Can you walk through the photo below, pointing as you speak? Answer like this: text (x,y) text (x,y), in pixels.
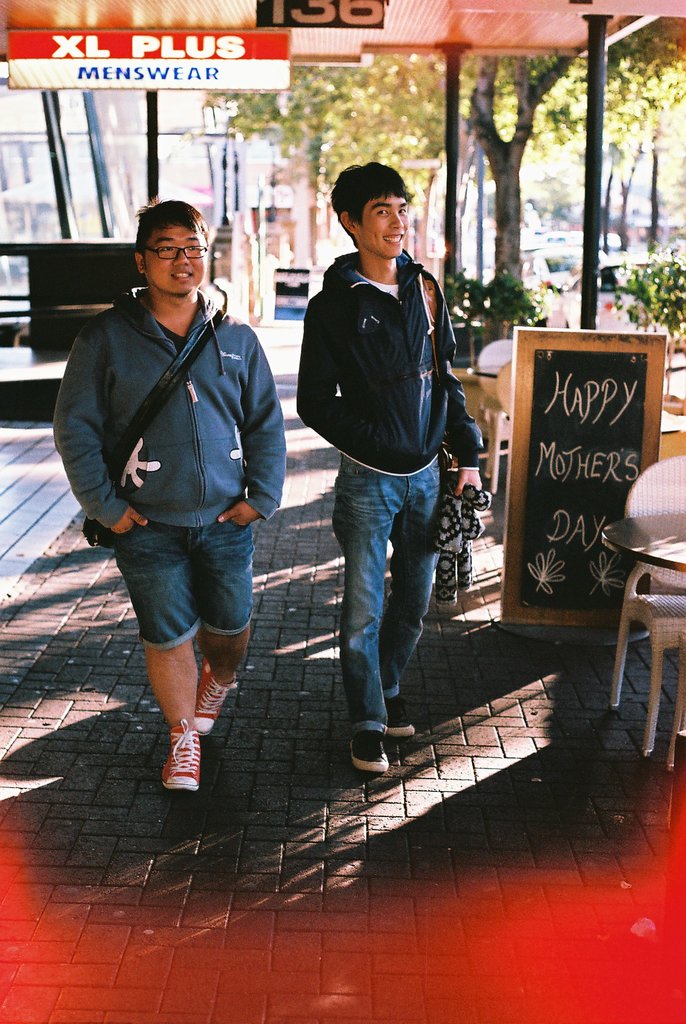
In this picture there is a man (399,198) who is wearing jacket (375,447), jeans (358,524) and sneakers (381,733), beside him we can see another man (223,367) who is wearing spectacle (178,256), hoodie (176,414), short (177,586) and shoe (198,709). On the right (631,579) we can see the table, chairs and blackboard (607,424). In the background (392,105) we can see many trees (515,157), buildings (41,163), cars (571,291) and other objects (551,216). At the top (136,45) we can see some boards (180,59) which is hanged on the roof (389,7).
